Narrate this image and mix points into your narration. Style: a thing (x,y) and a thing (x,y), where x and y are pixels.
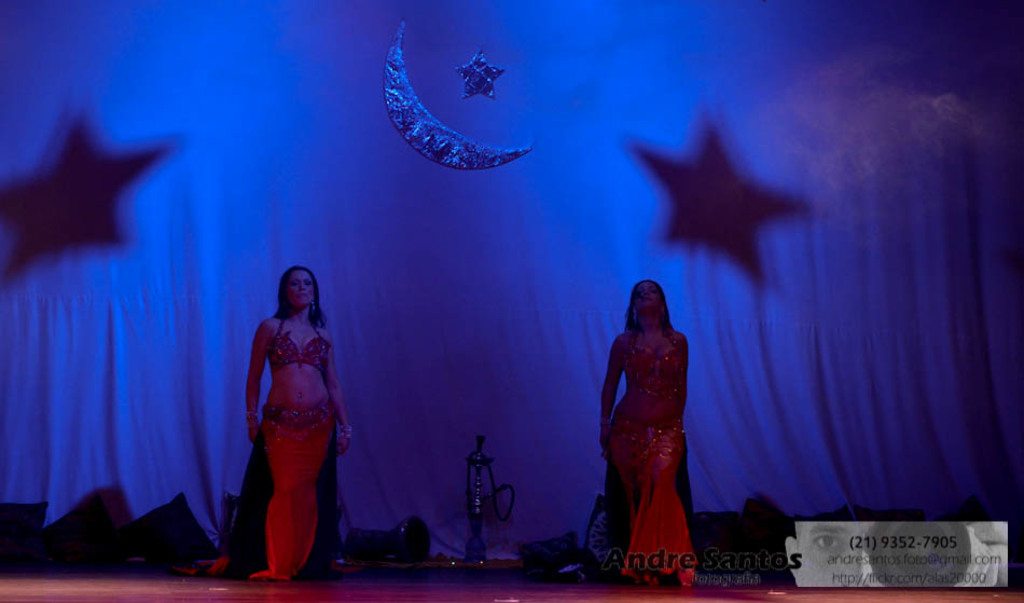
In this image I can see two women (291,440) are dancing on the stage (235,595). At the back of these women (261,535) there are few objects (58,532). In the background (272,255) there is a blue color curtain (499,267). In the bottom right-hand corner (882,574) there is some text (870,558).
